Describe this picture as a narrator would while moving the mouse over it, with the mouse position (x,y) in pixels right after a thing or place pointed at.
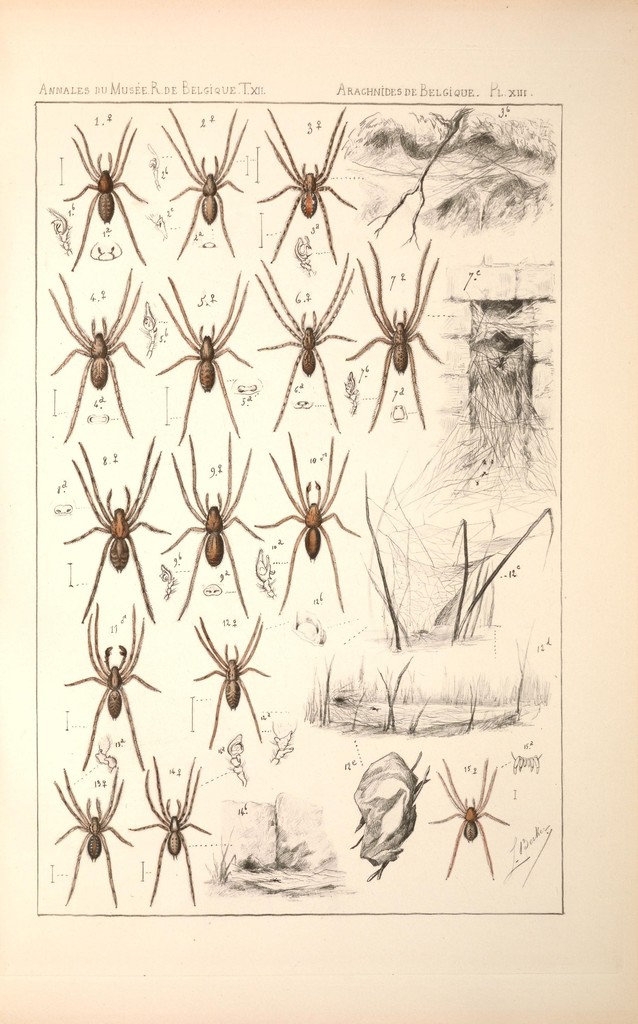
In this image I can see few insects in brown color and I can see white color background (343,69).
